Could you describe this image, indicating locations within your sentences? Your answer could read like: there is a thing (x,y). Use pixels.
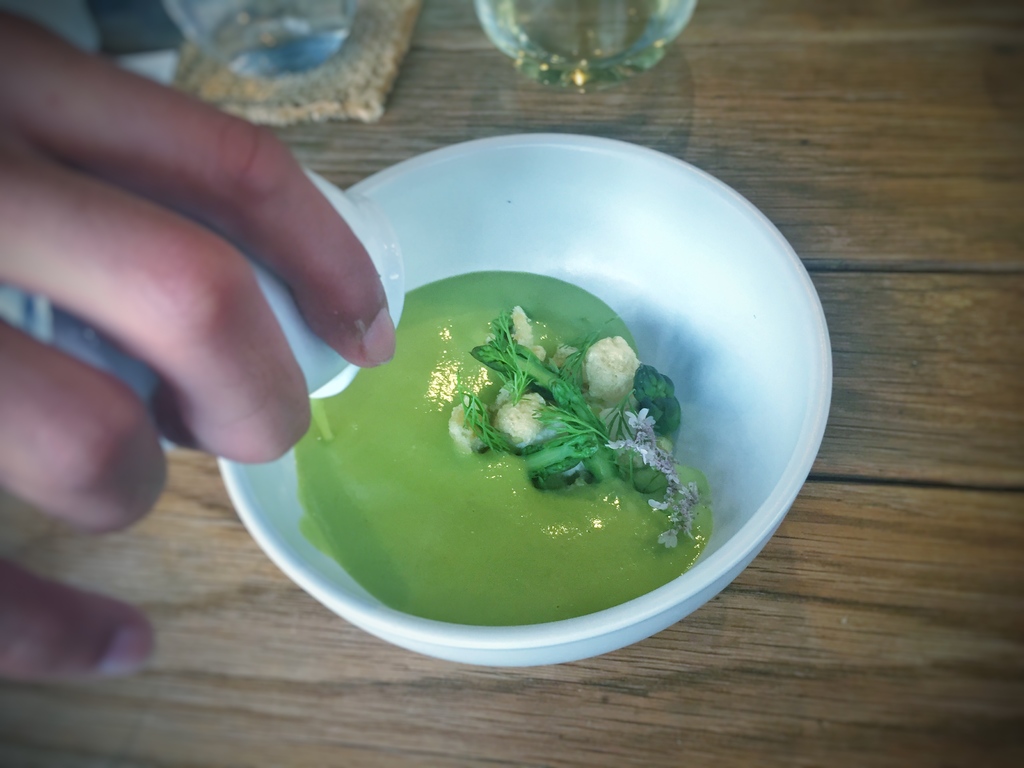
In this image we can see a food item (551,365) in a bowl (620,194) on the wooden surface (796,670). To the left side of the image (248,131) there is a person's hand (228,264).
